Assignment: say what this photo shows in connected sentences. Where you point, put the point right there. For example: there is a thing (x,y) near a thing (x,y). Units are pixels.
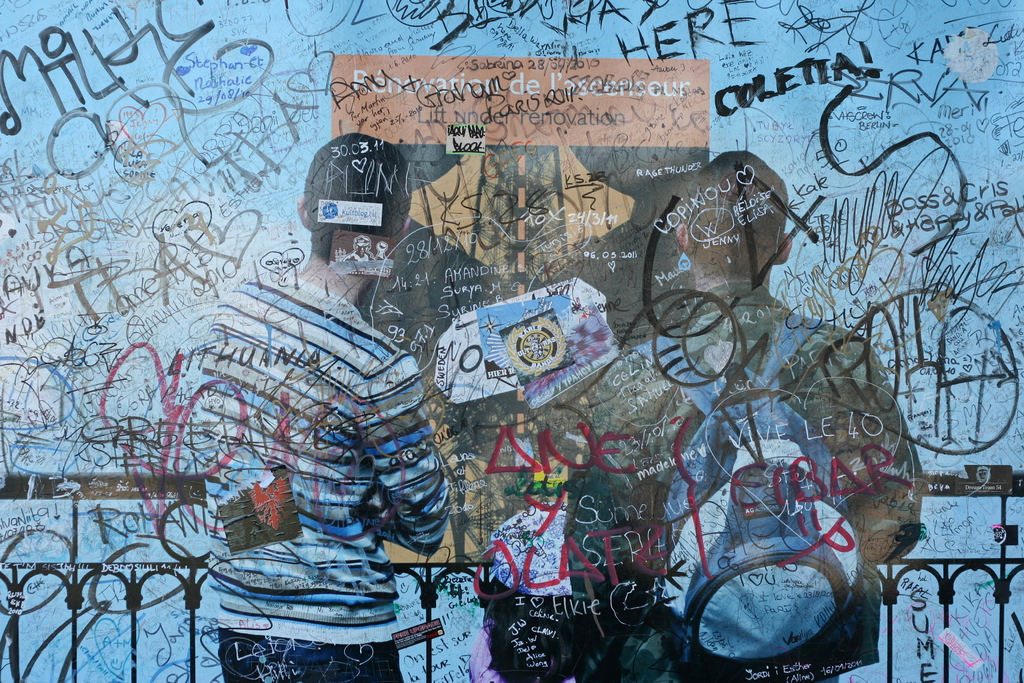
In this picture we can see two persons (655,403) in front of the wall (933,528), and the right side person (742,367) wore a backpack (803,441), in front of them we can see metal rods (969,569).
